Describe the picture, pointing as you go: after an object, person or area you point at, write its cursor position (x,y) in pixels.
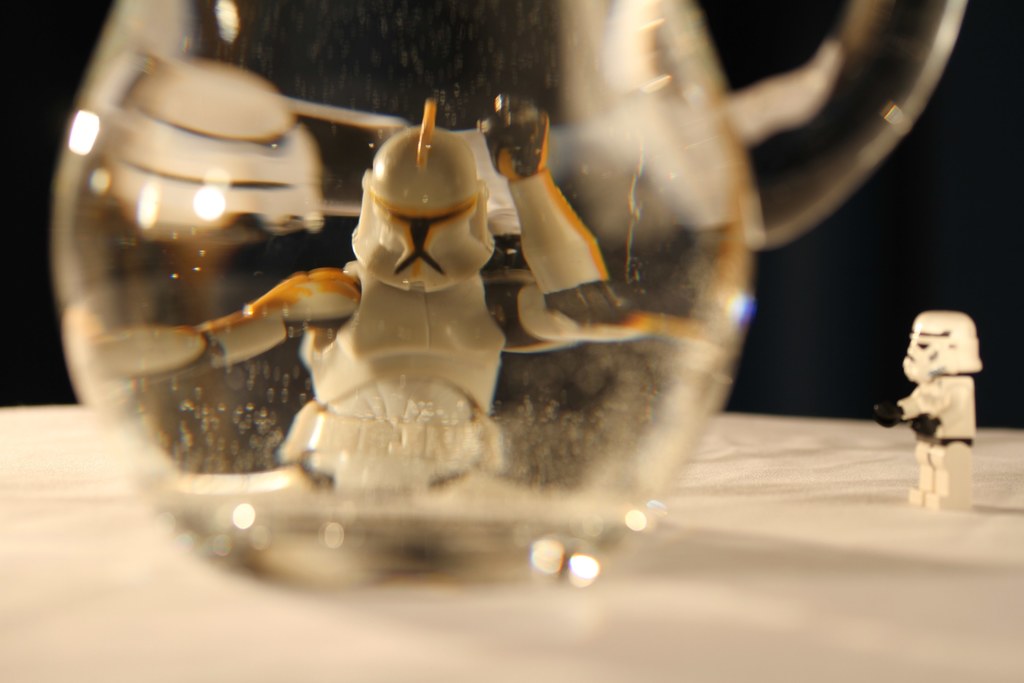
In the image we can see a glass object (525,112) and a toy (440,317). The glass object (502,370) is placed on a white surface (762,560) and the background (850,257) is dark.
